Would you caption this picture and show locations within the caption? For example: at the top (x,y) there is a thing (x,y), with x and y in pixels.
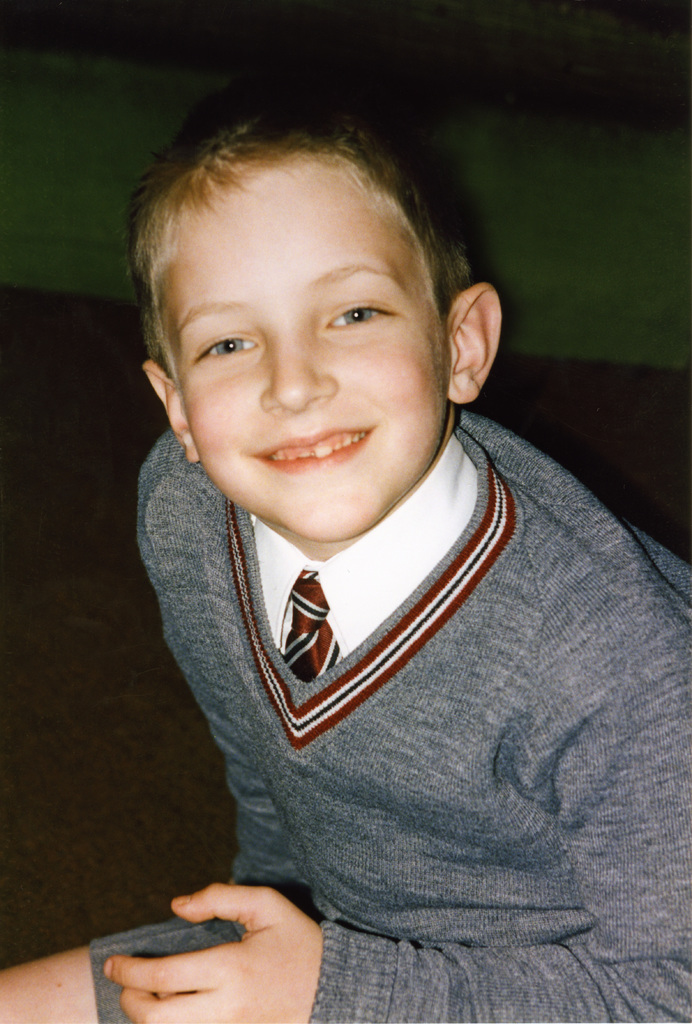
In this picture we can observe a boy (286,537) sitting and wearing white color shirt (372,600) and grey color sweatshirt (452,737). He is smiling. The background (515,72) is dark.
